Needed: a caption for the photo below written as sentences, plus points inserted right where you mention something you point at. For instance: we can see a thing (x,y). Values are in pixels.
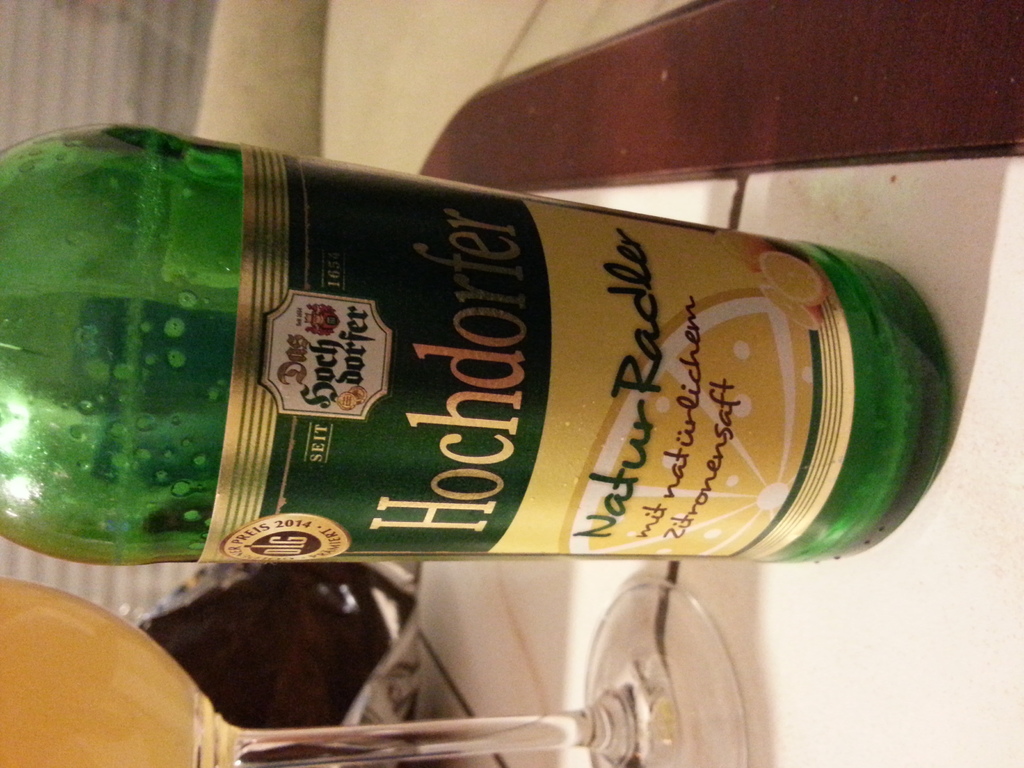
In the picture we can see a bottle (140,155) which is green in color and a sticker (243,420) on it and written HOCHDORFER, beside the bottle (791,535) we can see a glass (118,748) of drink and it is placed on the table (433,664).
